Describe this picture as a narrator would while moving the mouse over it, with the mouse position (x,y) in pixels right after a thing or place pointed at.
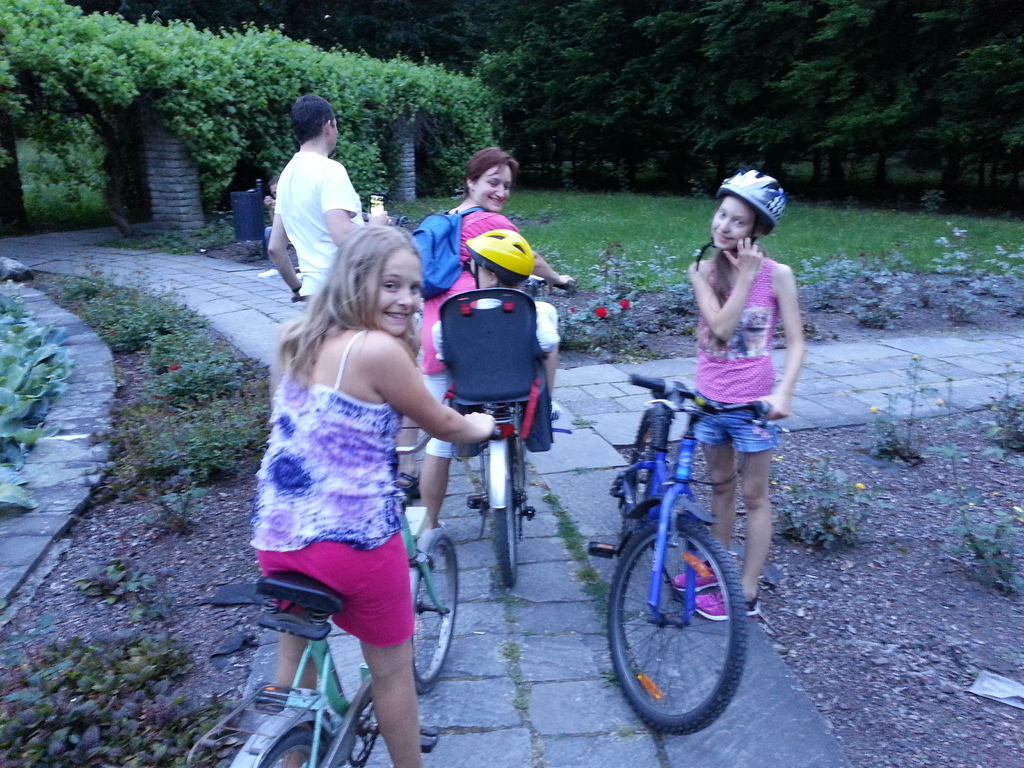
In the picture there are few kids (508,257) sat on bicycles (624,565) on a path (250,295). on either sides there is garden (667,237) and plants (250,94).
